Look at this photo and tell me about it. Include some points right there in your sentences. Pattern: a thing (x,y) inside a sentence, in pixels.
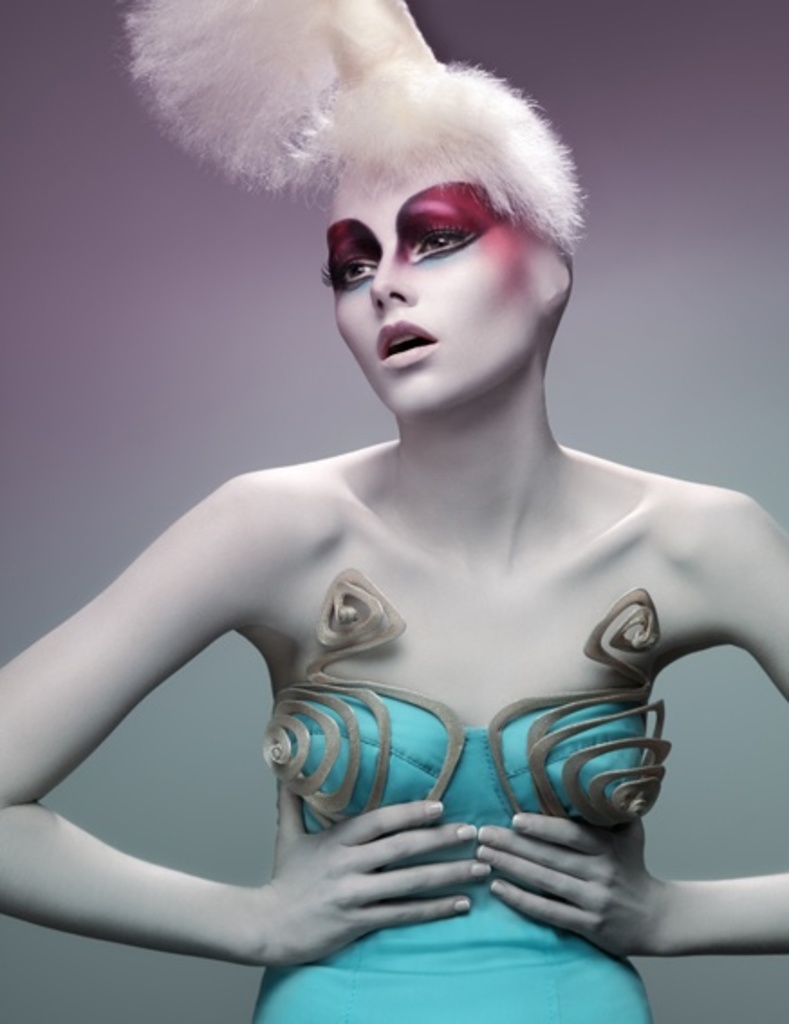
There is a lady (420,737) with a blue dress (431,945).
